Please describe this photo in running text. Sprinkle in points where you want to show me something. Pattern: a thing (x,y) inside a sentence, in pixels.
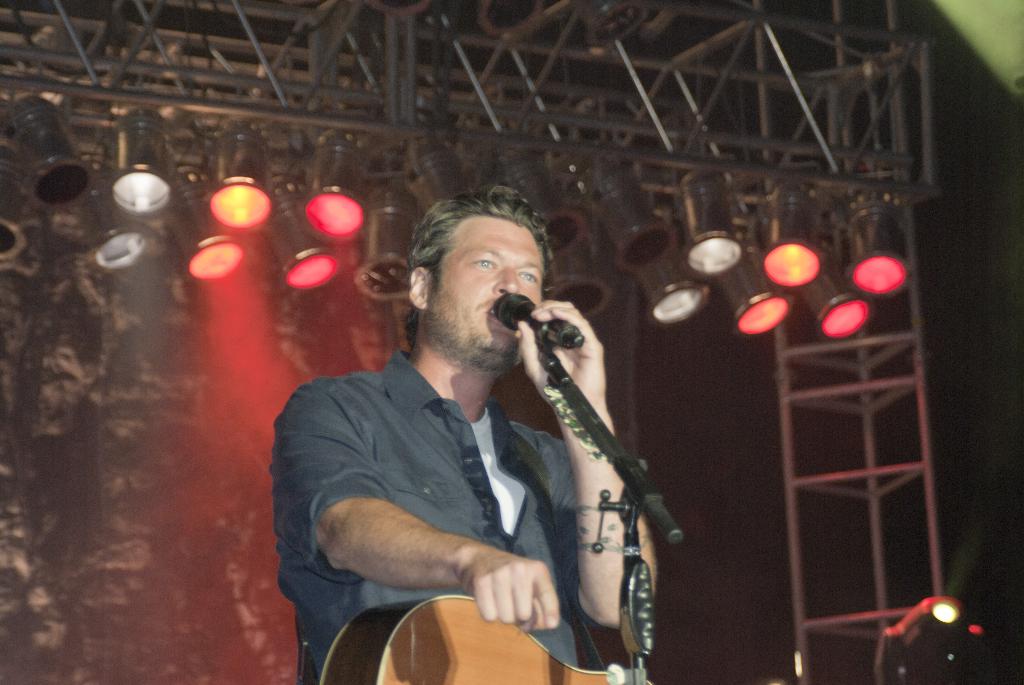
There is man (359,403) in the picture. he is singing song holding a mic (509,309) in his hand (528,325). The mic (522,313) is attached to stand (633,579). There is a guitar (455,640) carried which is by him. He is wearing blue shirt (313,435). In the background (330,223) there is lighting (115,186).
